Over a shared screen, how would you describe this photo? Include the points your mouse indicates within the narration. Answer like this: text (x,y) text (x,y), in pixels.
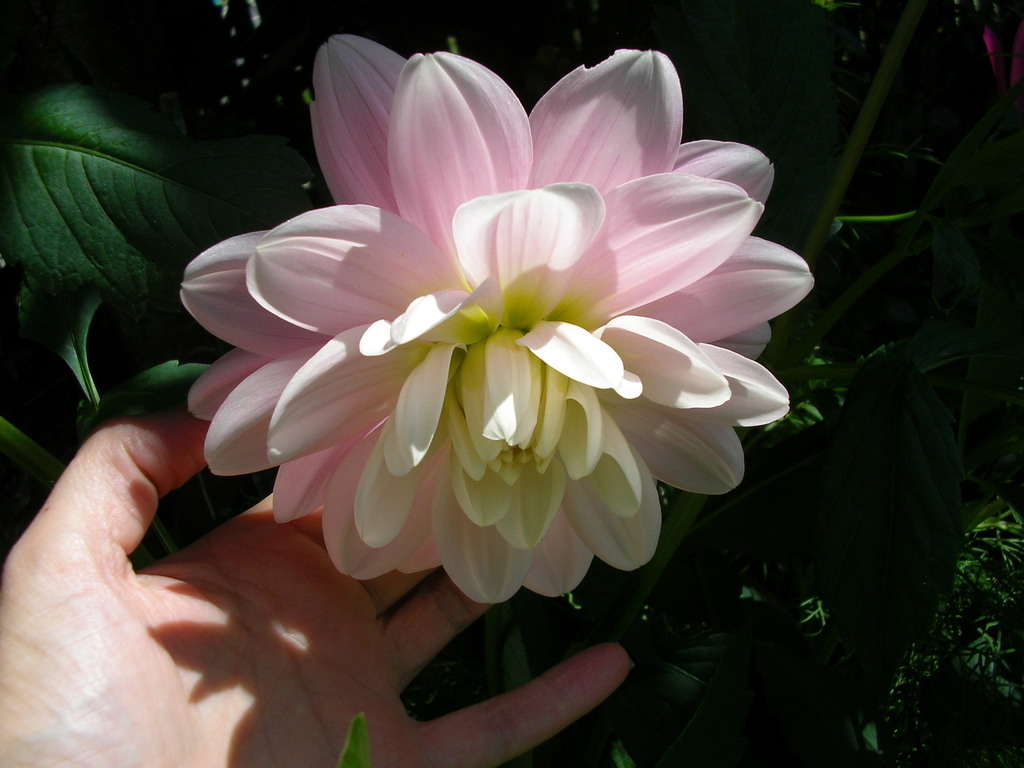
In the image there is a flower (355,449) which is in pink and white color. And also there is a hand (359,616). In the background (400,52) there are leaves (862,617) on the stems (894,53).
